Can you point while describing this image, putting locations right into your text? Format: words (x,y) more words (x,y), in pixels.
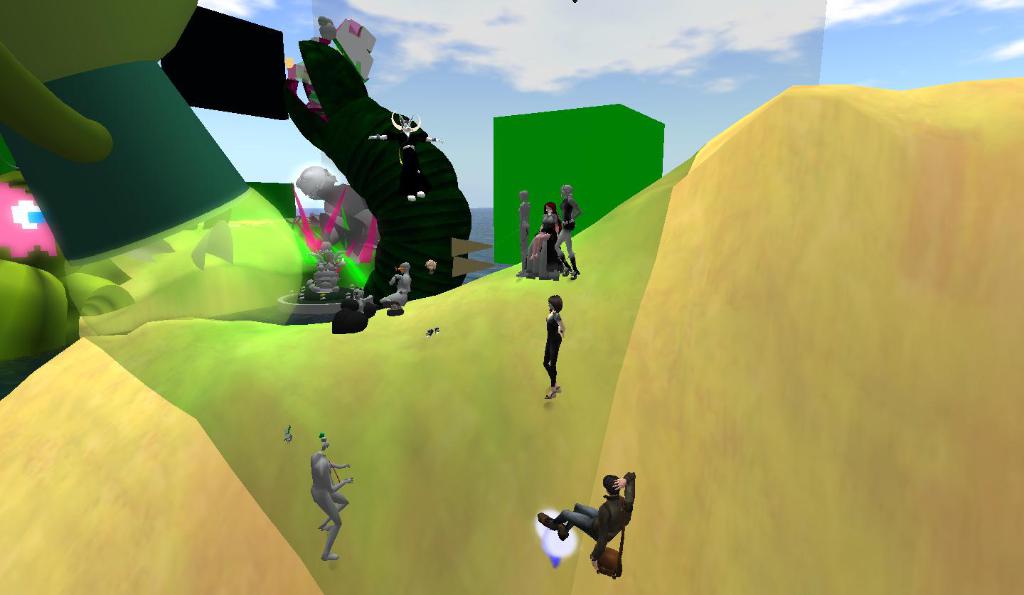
In this image I can see the digital art of few persons (546,249) standing and few other objects (466,234) which are green, black, white, pink, blue and cream in color. In the background (722,98) I can see the sky (755,61).
